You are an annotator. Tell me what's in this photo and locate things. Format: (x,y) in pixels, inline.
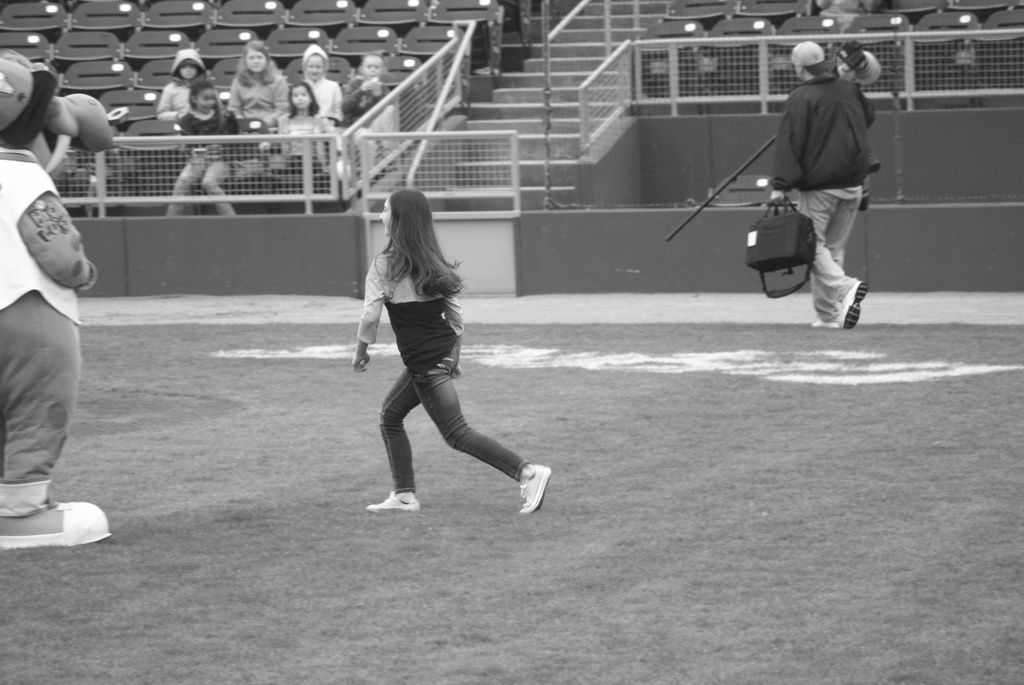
This is a black and white image and this image consists of a playing ground (381,561). At the bottom of this image (441,628) I can see the grass (302,599). There is a girl (405,340) running towards the left side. On the left side (21,399), I can see a person (29,212) wearing costume (37,312) and standing. On the right side (834,224), I can see a man (818,130) holding a bag (780,214) and camera (849,63) in the hands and walking. On the top of the image (575,50) I can see the stairs (525,109) and few people (265,116) are sitting on the chairs (128,71) and looking at the ground (178,354).
